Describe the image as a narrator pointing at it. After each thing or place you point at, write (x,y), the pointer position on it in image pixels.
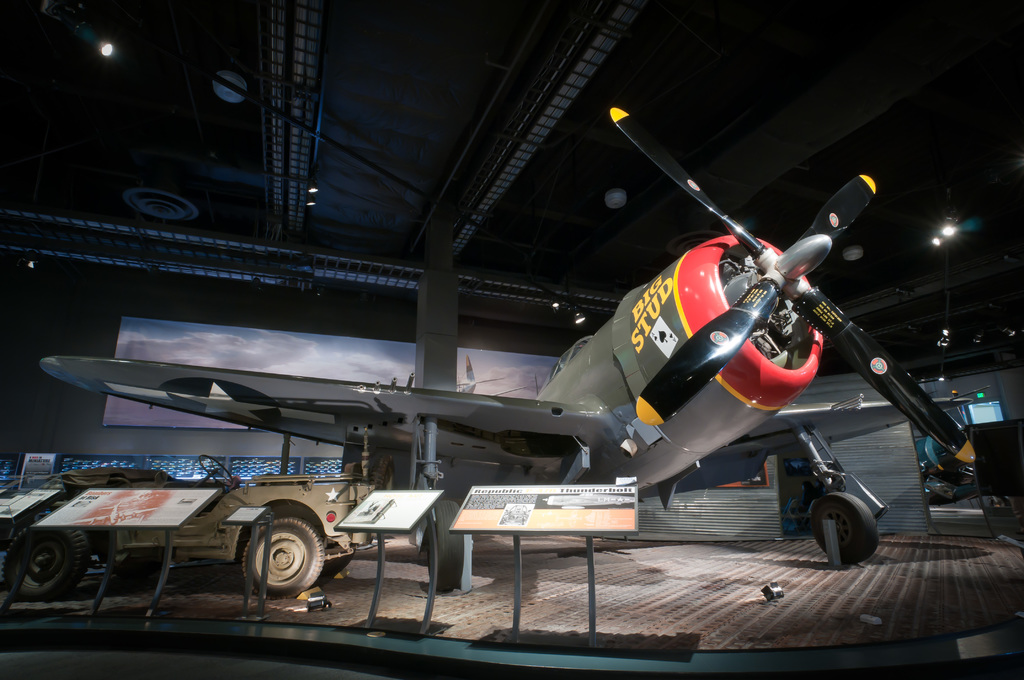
In the image there is a flight (560,373) kept in a closed area (386,241), there are few boards (479,509) placed beside the flight (647,380) and the boards (86,507) are containing some information (543,492) and images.
